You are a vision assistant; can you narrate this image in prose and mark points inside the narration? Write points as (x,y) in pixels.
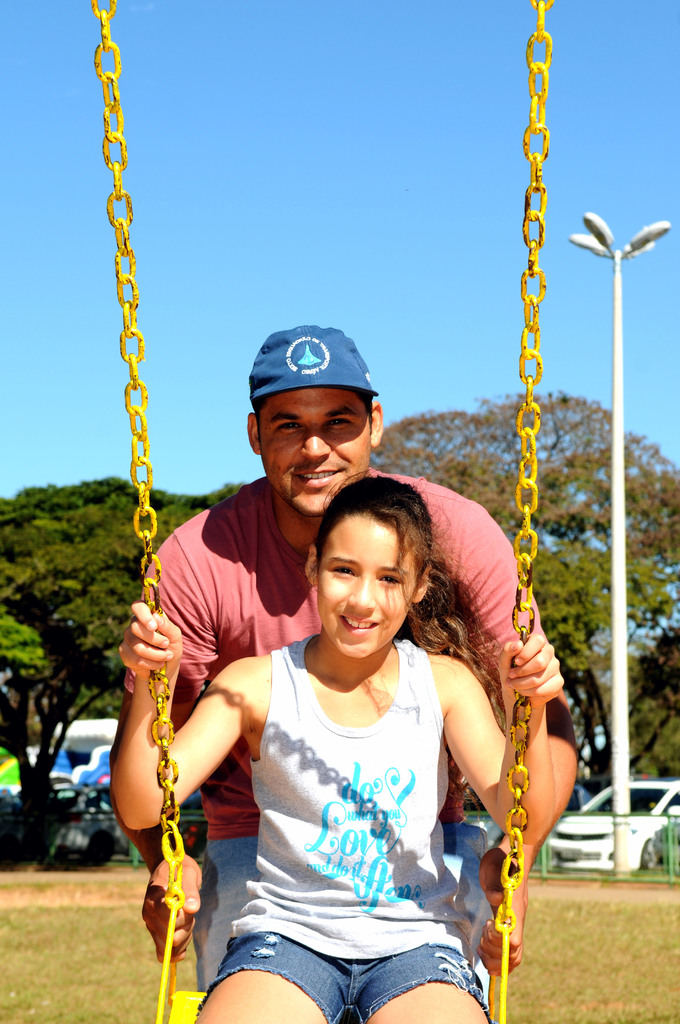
In this image we can see a girl (352,763) sitting on a swing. On the backside (215,859) we can see a man (212,870) standing holding the swing (507,949). We can also see some grass (555,962), a fence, some vehicles (653,864) on the ground (538,886), a street pole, a group of trees (560,617) and the sky (405,393).
